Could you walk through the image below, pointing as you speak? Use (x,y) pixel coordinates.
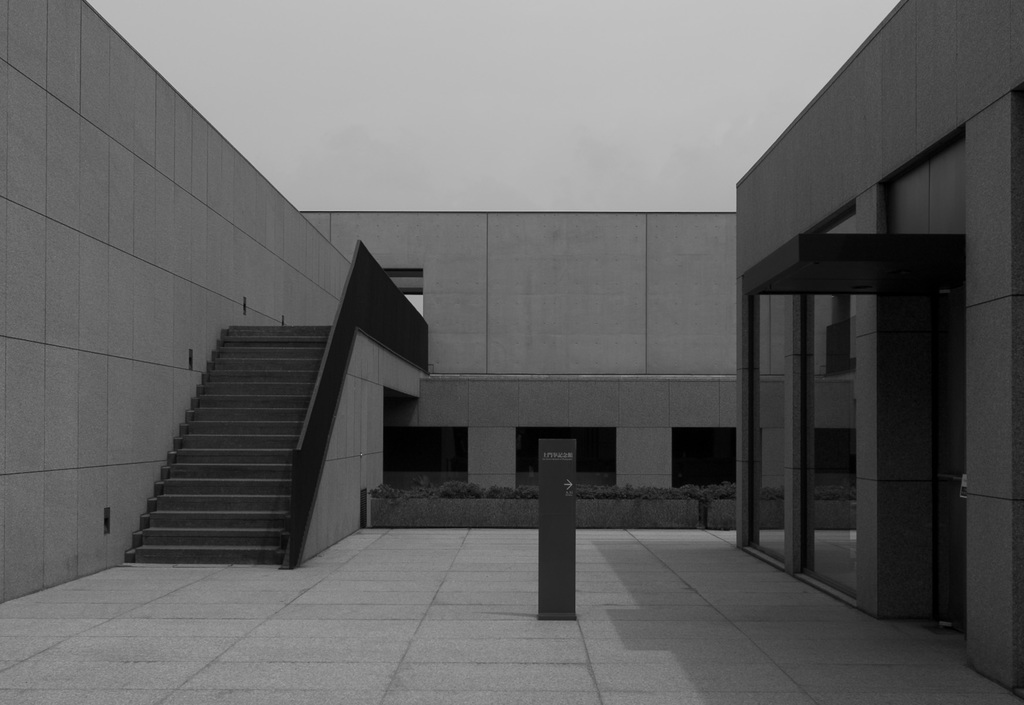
In this image I can see on the left side (255,499) it is a staircase (255,499). On the right side (848,302) there are glass walls (839,389). It is a construction (622,428), at the top (586,115) it is the sky (589,125).
